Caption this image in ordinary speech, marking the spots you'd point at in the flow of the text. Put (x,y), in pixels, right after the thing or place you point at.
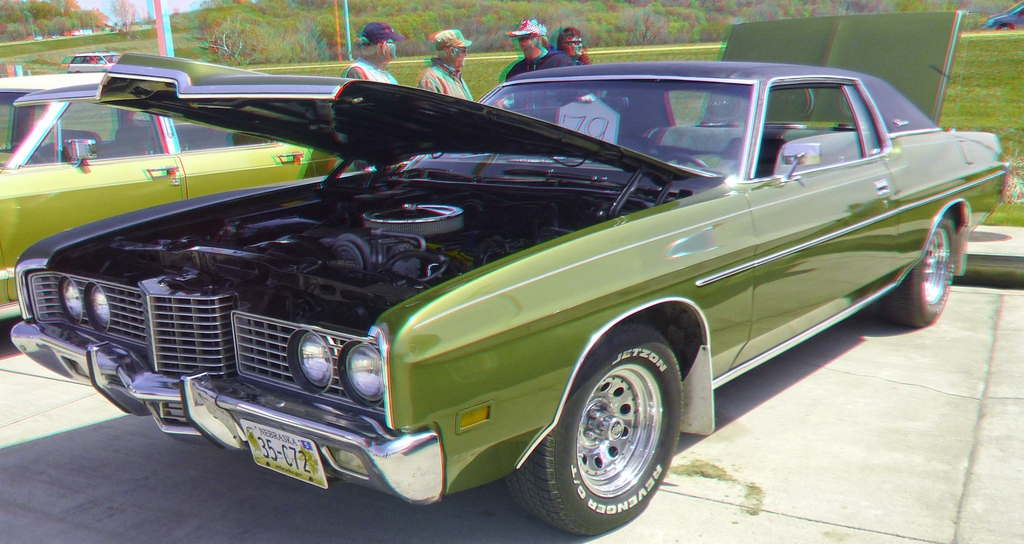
In this image we can see an edited image. In this image we can see motor vehicles (378,112) on the floor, persons (537,45) standing on the floor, poles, grass (193,31), trees (296,34) and sky (146,6).
